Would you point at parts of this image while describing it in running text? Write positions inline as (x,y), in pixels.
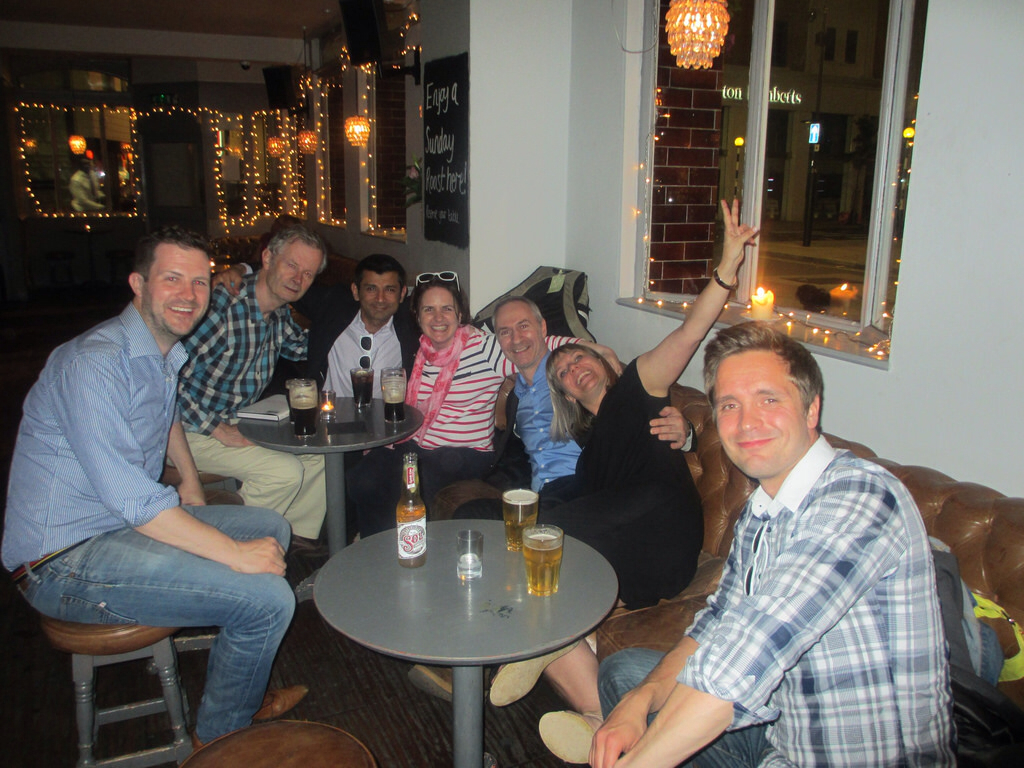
In this image I can see a group of people (681,356) sitting on sofa (673,605) and on stools (208,473). I can also see smile on few faces (749,409). On this table (536,612) I can see number of glass (294,381) and a bottle (417,528). In the background (327,80) I can see lights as decoration.
